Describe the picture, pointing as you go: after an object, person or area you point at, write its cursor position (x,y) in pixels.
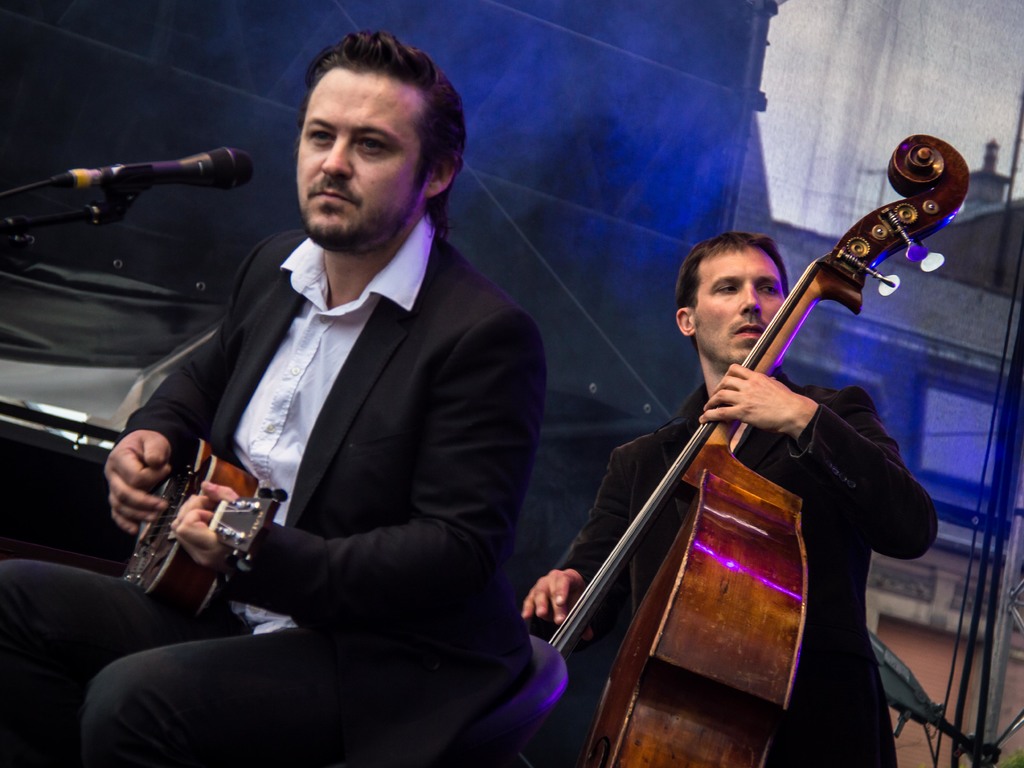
In this picture we can see a man (296,443) sitting here and playing a guitar (186,495) and the another person (776,475) standing here and playing a double bass (699,555) and the first person (316,358) have microphone (181,167).
